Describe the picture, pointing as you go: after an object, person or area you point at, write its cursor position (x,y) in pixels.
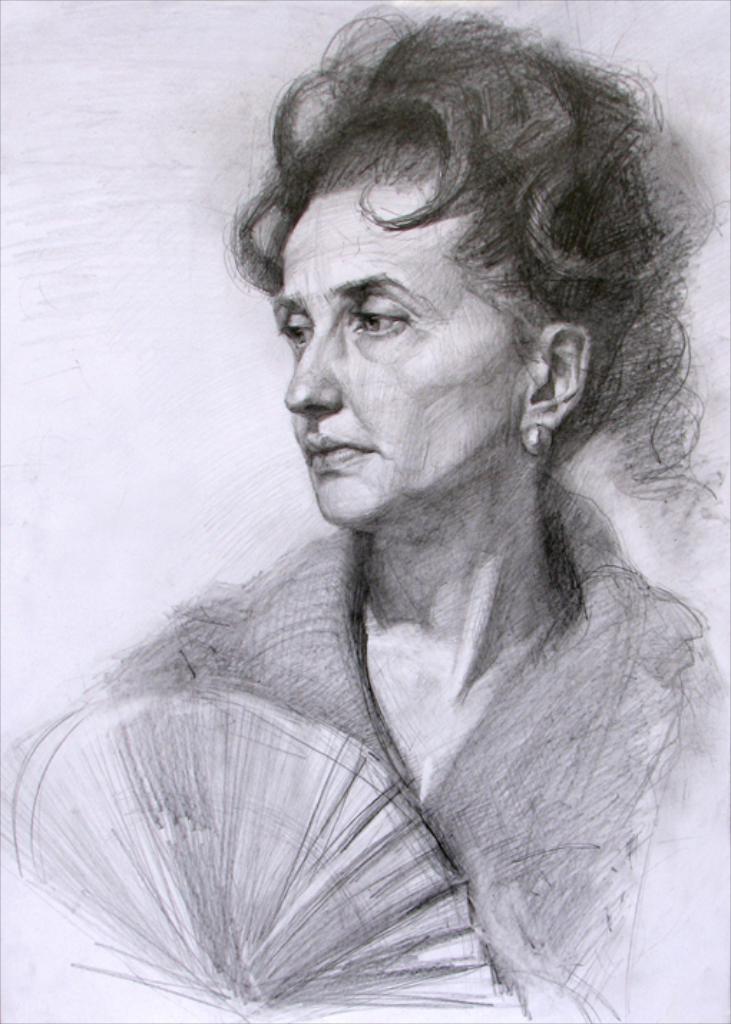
In this image, I can see the pencil art of the woman (520,749) with the Japanese fan (290,881).
